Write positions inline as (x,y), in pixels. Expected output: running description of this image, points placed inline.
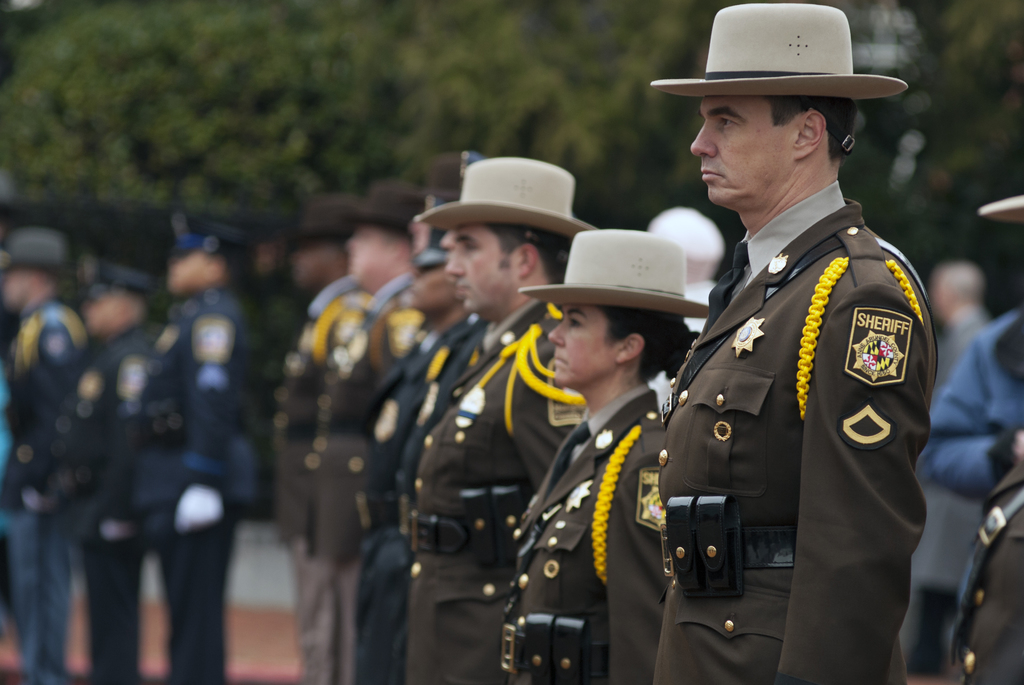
In this image, we can see a group of people (211,256) wearing caps (658,287) and standing. In the background (446,18), we can see trees (1013,246).
